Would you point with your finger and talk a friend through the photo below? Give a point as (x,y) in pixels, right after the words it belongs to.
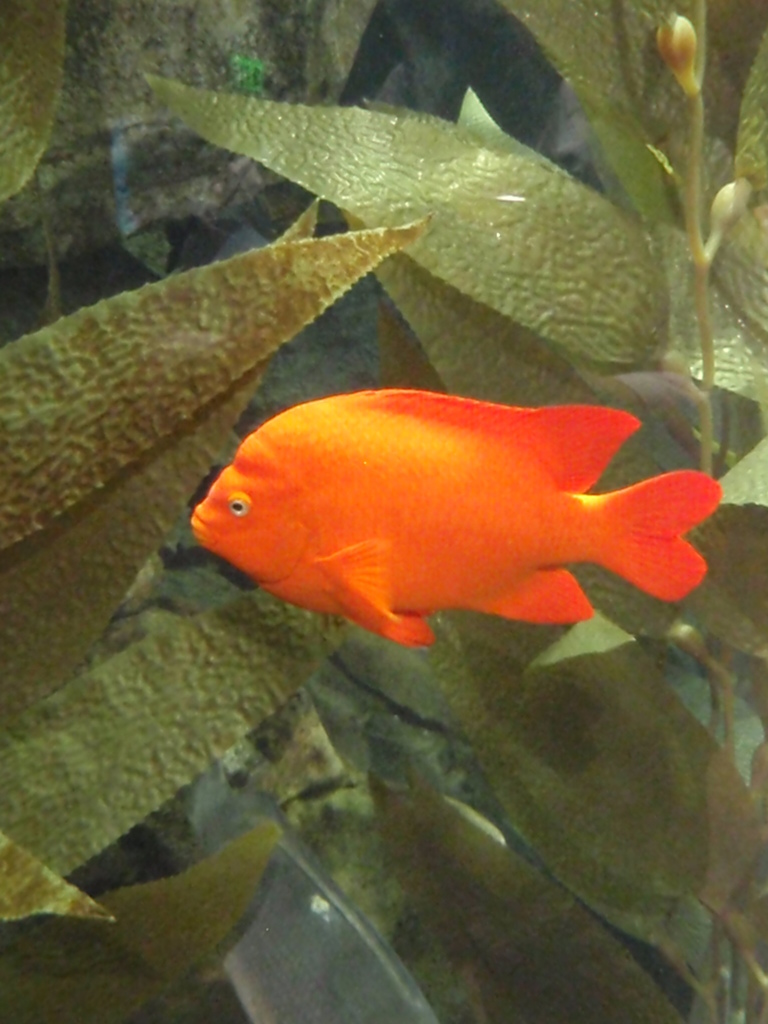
In this image we can see fish (569,525) and some plants (608,981) in the water (170,225).
